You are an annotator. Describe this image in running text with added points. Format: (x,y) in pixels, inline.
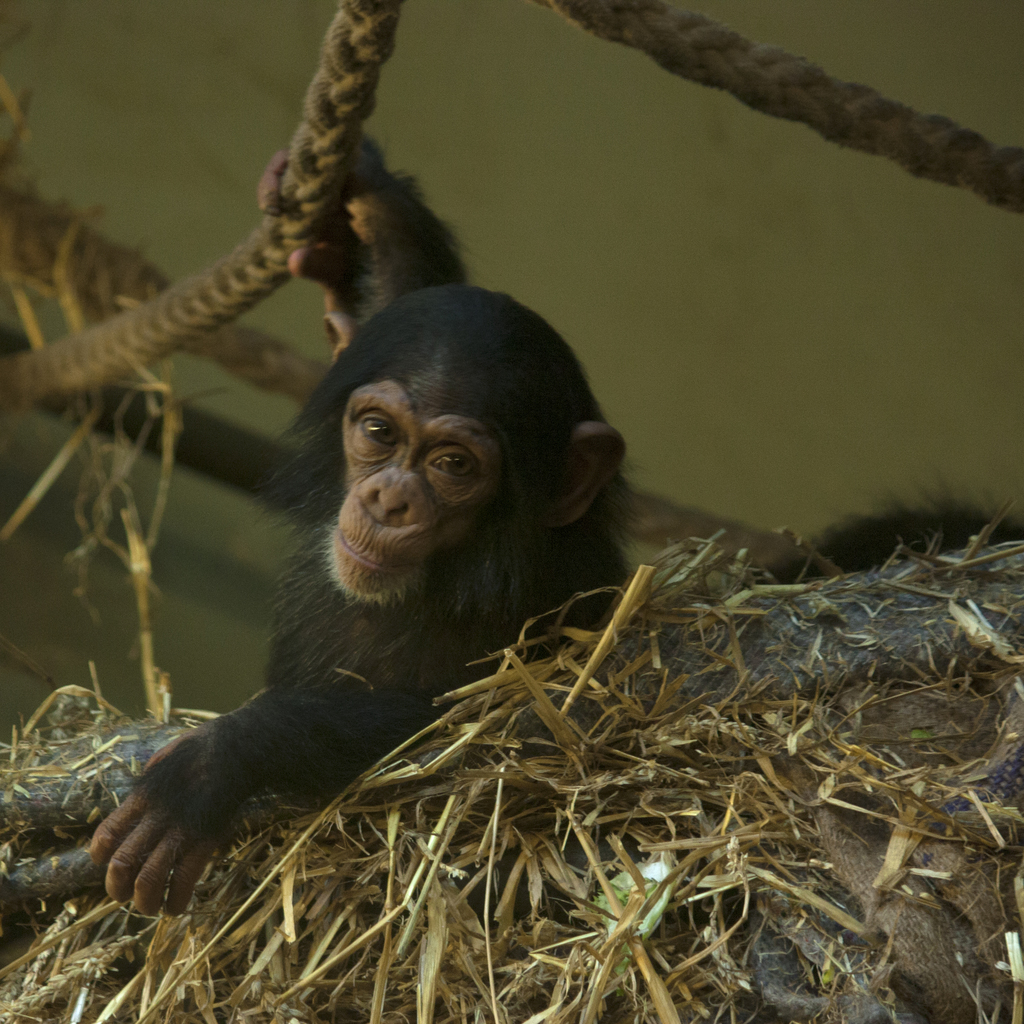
In this image we can see a chimpanzee (350,644) holding a rope (270,278) and also we can see the dry grass (335,856).
